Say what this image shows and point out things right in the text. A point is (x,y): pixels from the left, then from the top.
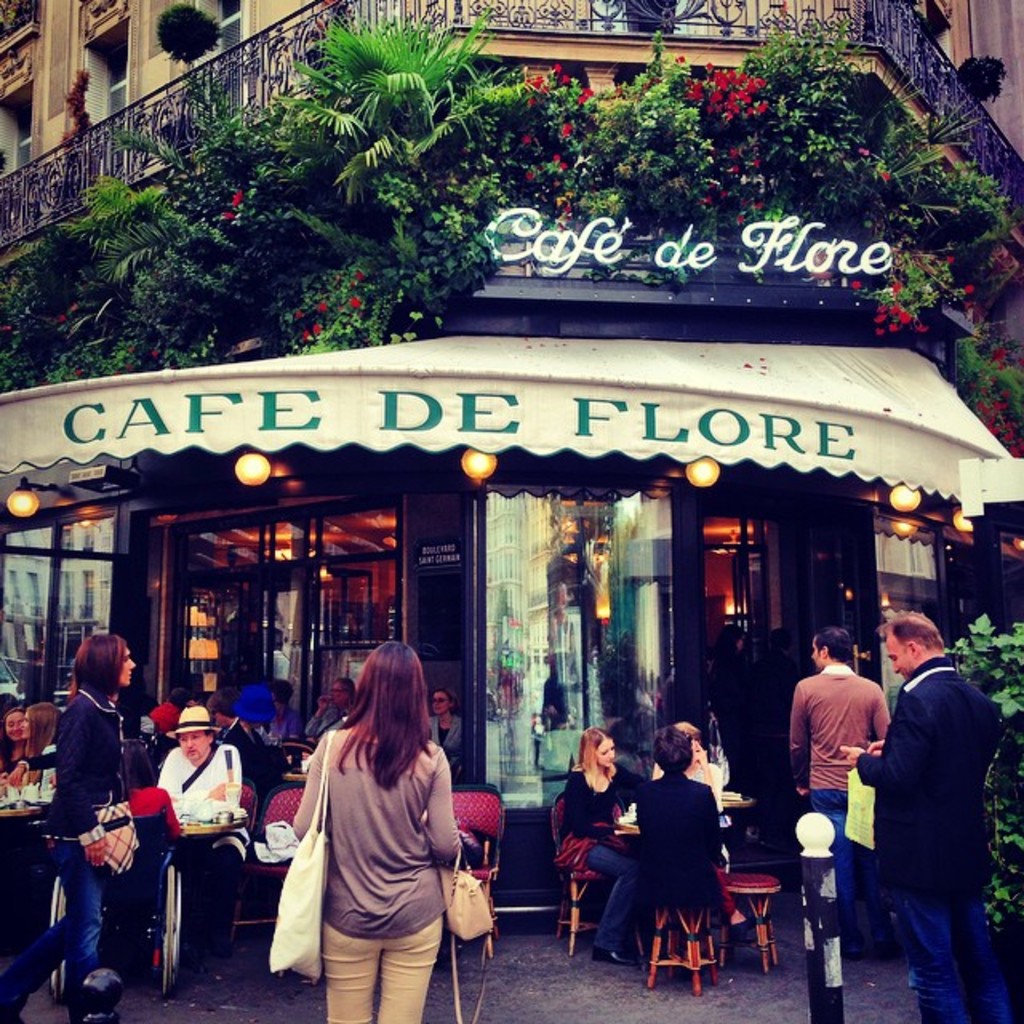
In the picture we can see a building (954,32) and a railing (5,201) to it with some windows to the building (881,69) and under it we can see some plants (839,91) and under it we can see a shop (536,223) with a name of the shop (539,361) is cafe de flore and near the shop (557,360) we can see some people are sitting on the chairs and some people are standing wearing a hand bag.
